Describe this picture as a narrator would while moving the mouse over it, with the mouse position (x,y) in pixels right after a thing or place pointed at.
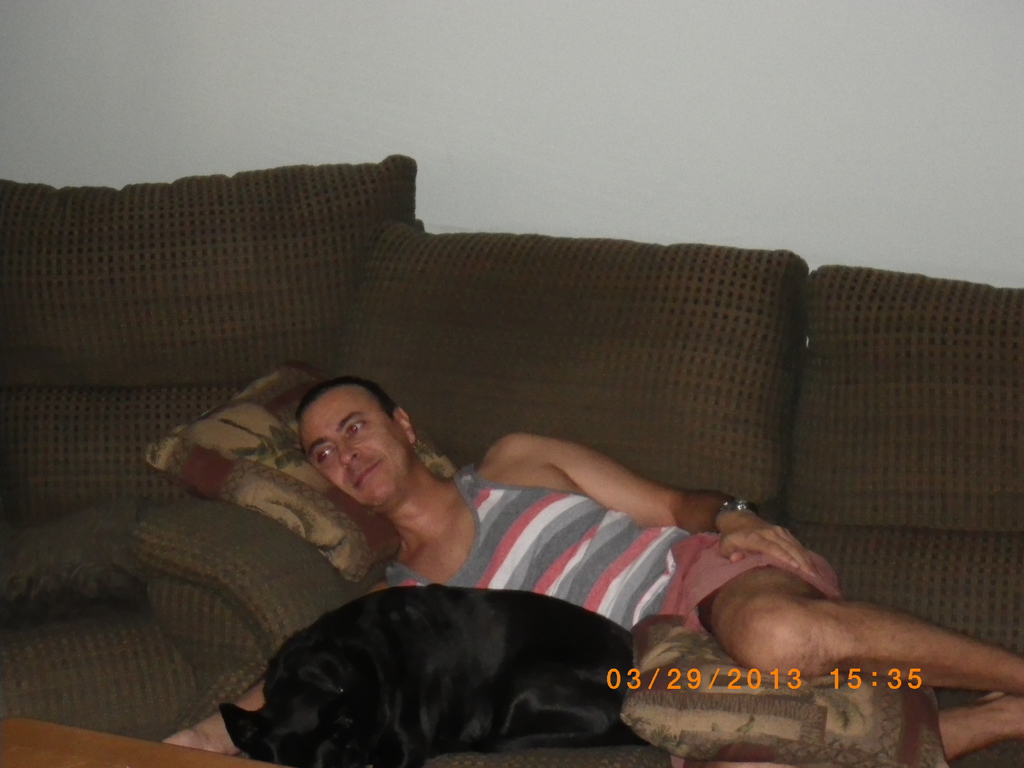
In the picture we can see a man (326,431) lying on the sofa (557,375) with a pillow (245,422) and beside him there is a dog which is black in colour. In the background (706,107) we can see a white wall (653,100).
